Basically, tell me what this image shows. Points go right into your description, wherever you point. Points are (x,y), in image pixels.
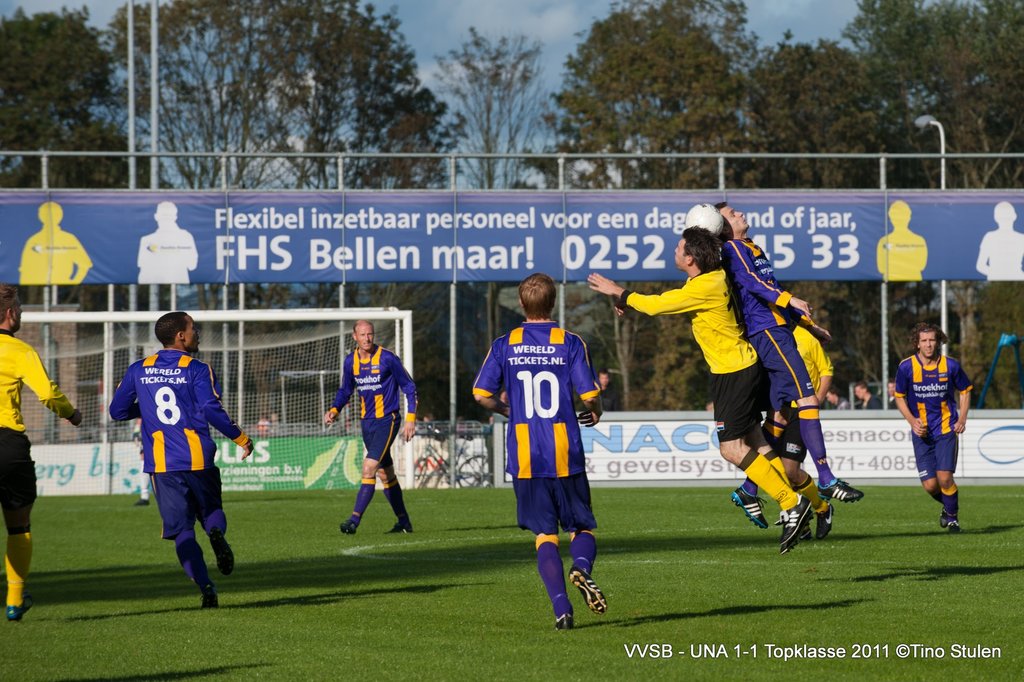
In the image there are few men (725,319) walking and running on the grass field (457,608) playing football, in the back (244,322) there is goal post (268,338) on the left side (312,357) with a banner (488,269) above it and in the background (734,150) there are trees (237,105) and above its sky (485,26) with clouds (491,27).
